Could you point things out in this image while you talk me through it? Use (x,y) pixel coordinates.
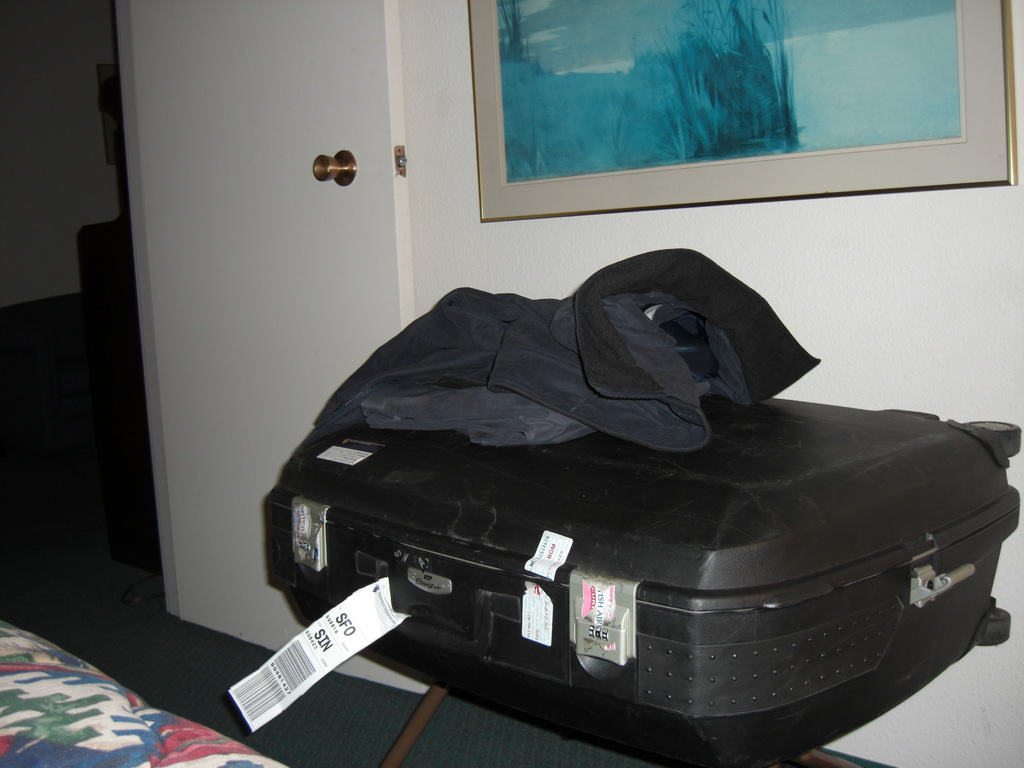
In the image we can see there is a black colour suitcase (695,505) and on over it there is a jacket (655,363) and on the wall (991,226) there is a photo frame (546,140).
